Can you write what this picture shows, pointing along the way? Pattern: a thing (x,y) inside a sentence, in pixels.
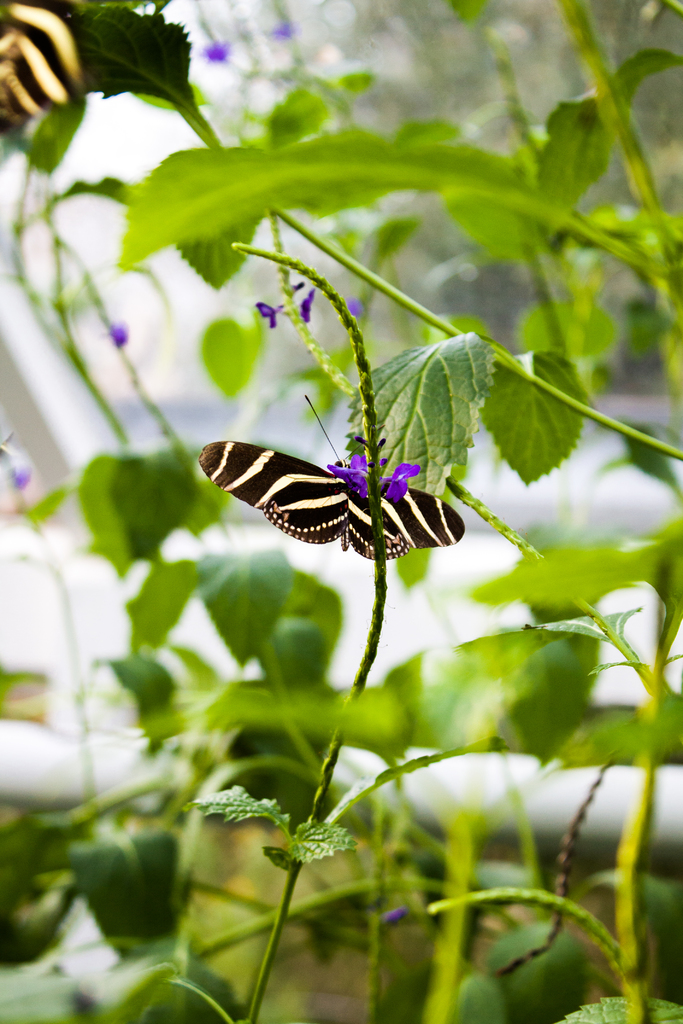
In this picture we can see insects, here we can see plants (142,628), flowers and some objects (204,653) and in the background (221,653) we can see it is blurry.
